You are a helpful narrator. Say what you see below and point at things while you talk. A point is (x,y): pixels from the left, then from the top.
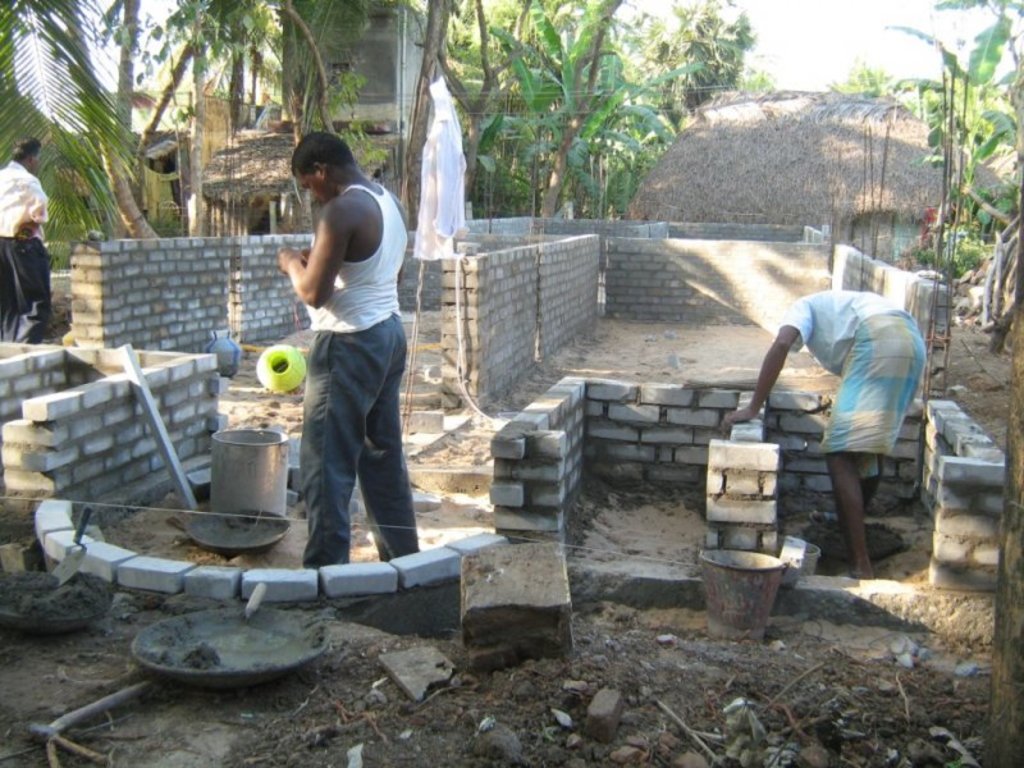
In this picture I can see two persons (367,404) are constructing the walls (507,472), in the background (1007,30) there are trees (1007,30), I can see the cement (25,604) on the left side (271,661).
